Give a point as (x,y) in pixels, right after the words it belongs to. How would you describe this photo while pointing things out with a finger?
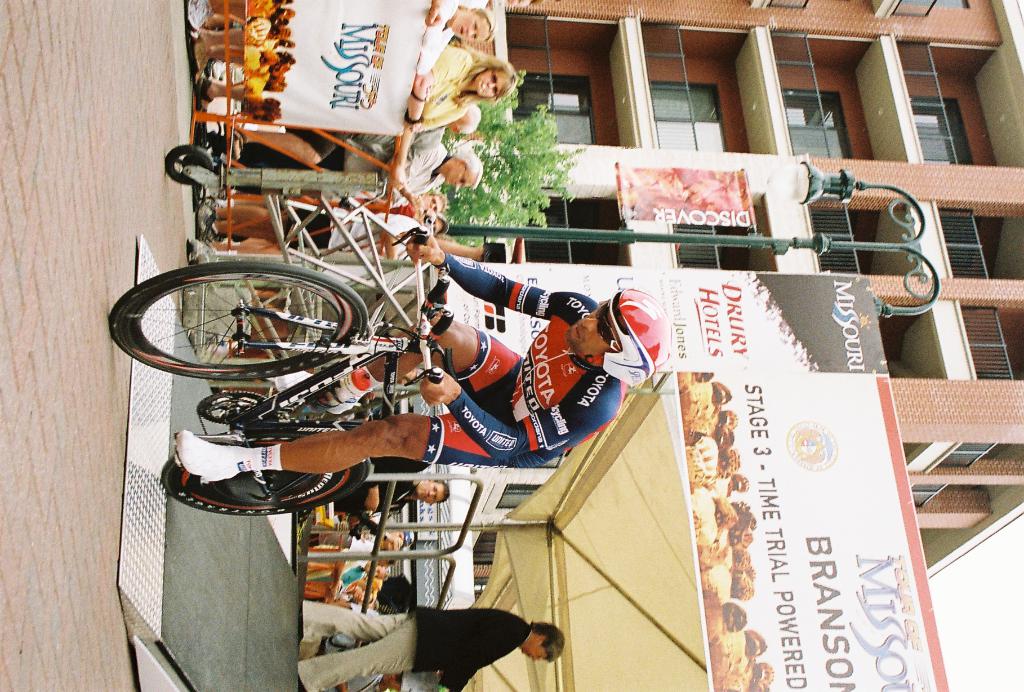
In the image there is a man (258,461) riding a cycle (318,376) and behind him there are a lot of people (465,650), a banner (817,329), a pole (528,236) with two lights (835,197), tree (537,172) and behind the tree (520,166) there is a building (784,231).
